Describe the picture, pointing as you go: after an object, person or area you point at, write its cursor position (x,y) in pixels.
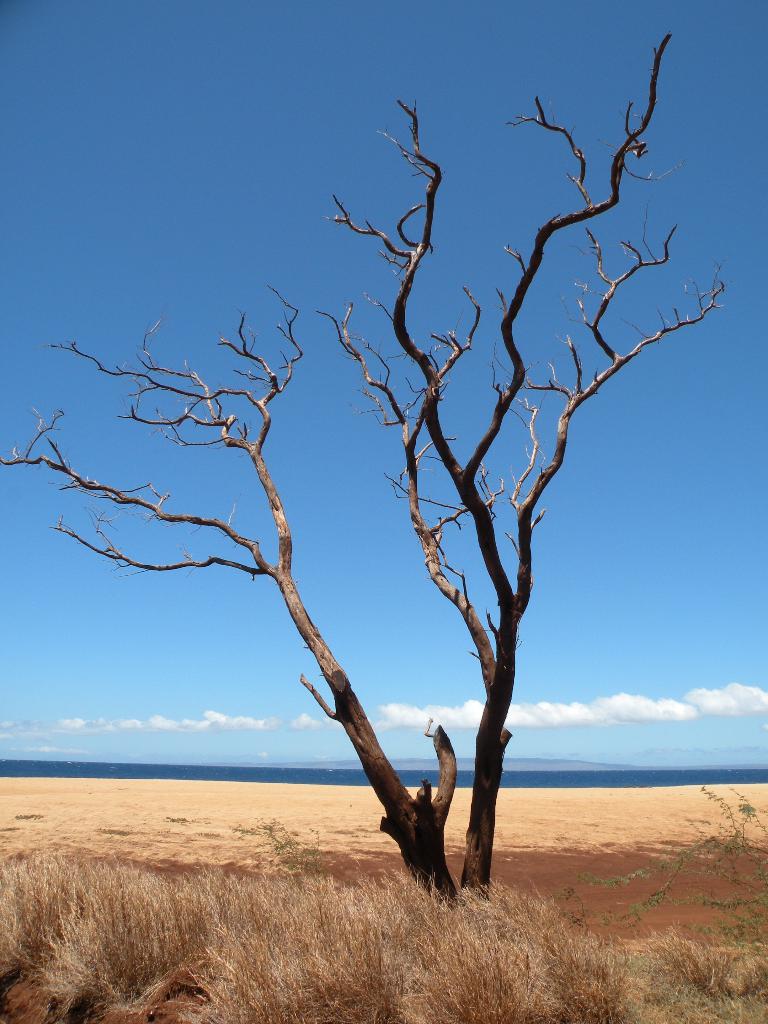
In this image I can see a dried tree (151,492) and I can also see dried grass (265,924) and sky (172,619) is in blue and white color.
